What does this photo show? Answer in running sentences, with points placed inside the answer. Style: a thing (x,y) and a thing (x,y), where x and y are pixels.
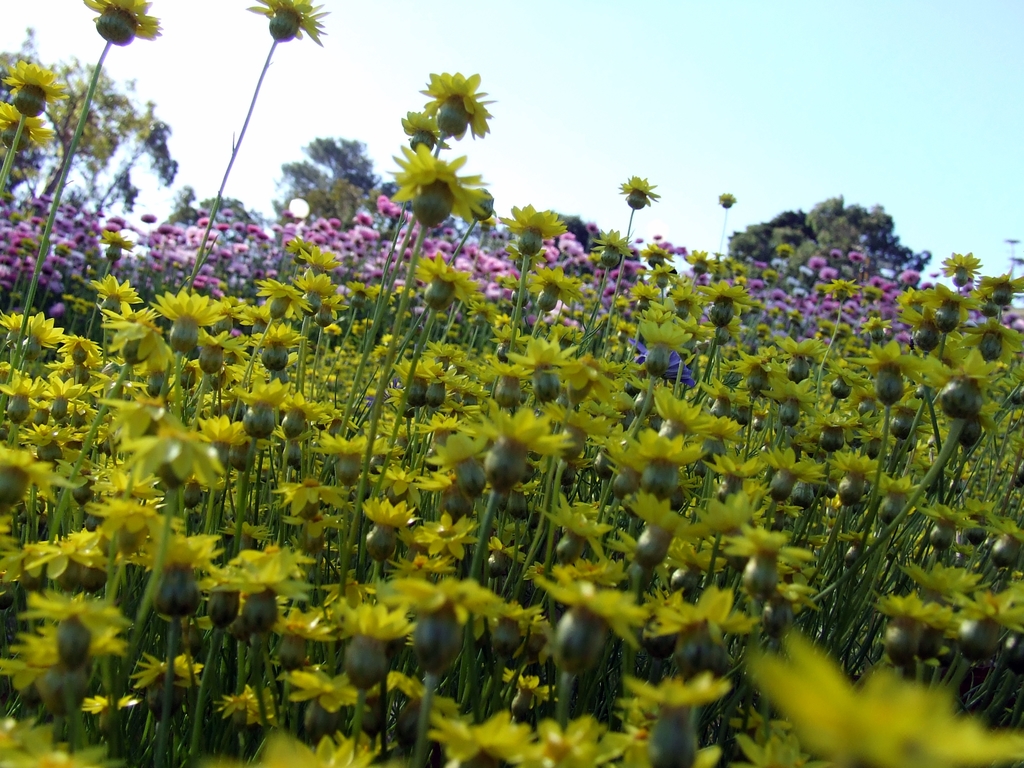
In this image I can see few trees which are green in color and few flowers (415,552) which are yellow and pink in color. In the background (641,250) I can see few trees (371,210) and the sky (816,124).
